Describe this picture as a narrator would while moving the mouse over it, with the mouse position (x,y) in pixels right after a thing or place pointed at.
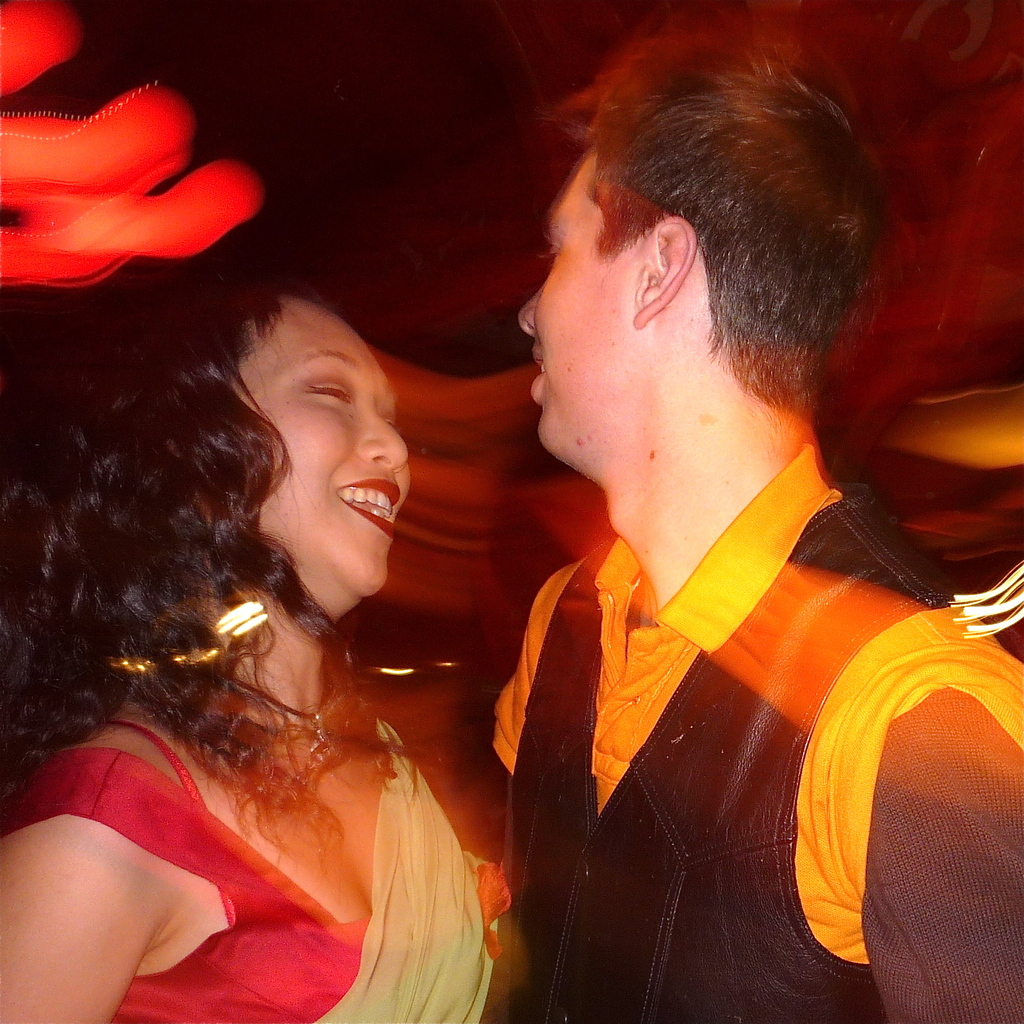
In this image we can see a man (582,798) and a woman (325,834).
